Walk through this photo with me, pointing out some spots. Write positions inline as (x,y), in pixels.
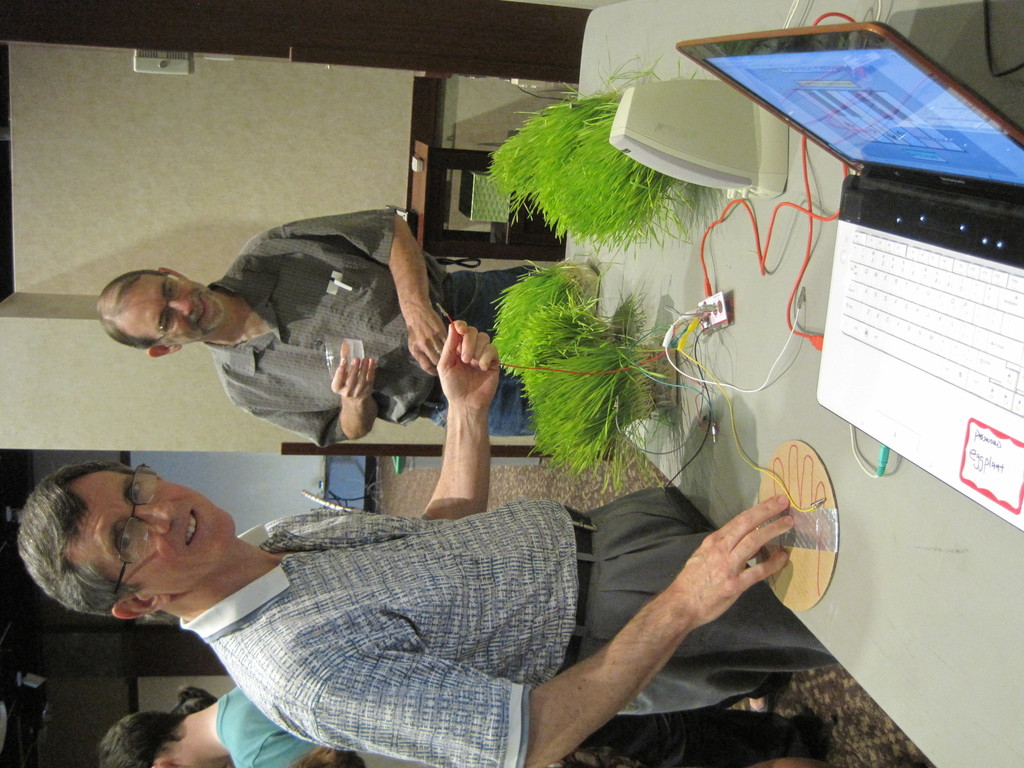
The picture is taken in a closed room (680,475) in which there is a table (719,434) and one laptop (971,120) connected to wires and one touch pad (814,525) and one speaker (675,166) and some plants (585,157) present on it and there are two people (614,513) standing in front of the table (885,540) and one person (313,277) is holding a glass (352,353) and another person (575,626) is touching the touch pad (783,543) and behind him there is another person (222,721) and behind them there is wall (84,103) and another table (431,223).
